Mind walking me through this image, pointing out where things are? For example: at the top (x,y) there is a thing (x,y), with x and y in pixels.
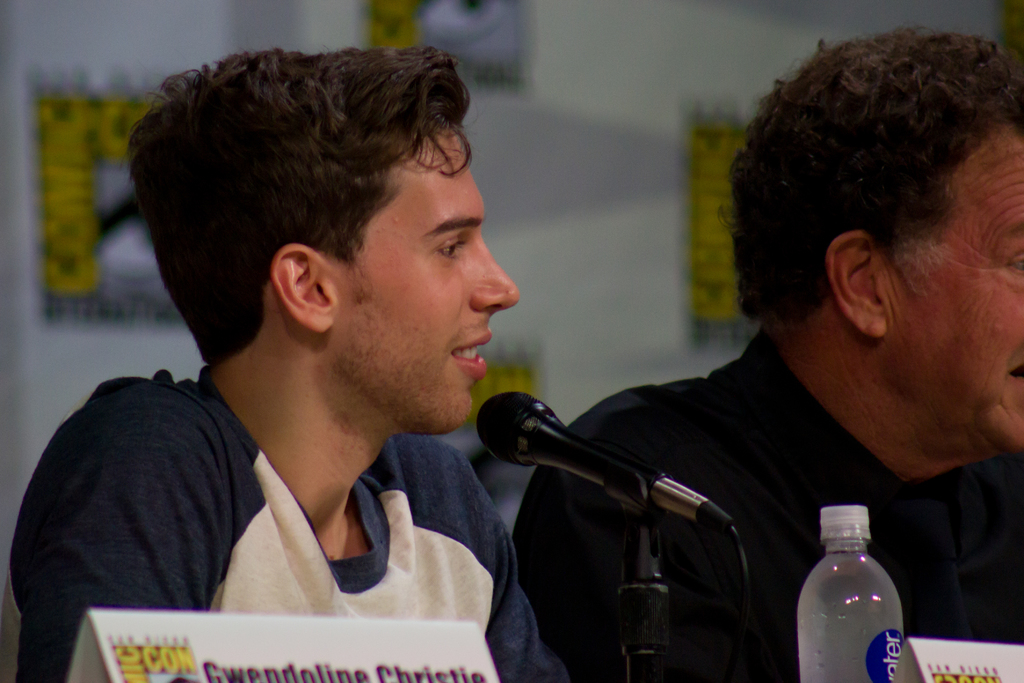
In this Image I see 2 men (823,79), in which this man (244,394) is smiling and is in front of a mic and there are 2 name boards (481,677) and a bottle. In the background (668,201) I can see the banner (548,401).
